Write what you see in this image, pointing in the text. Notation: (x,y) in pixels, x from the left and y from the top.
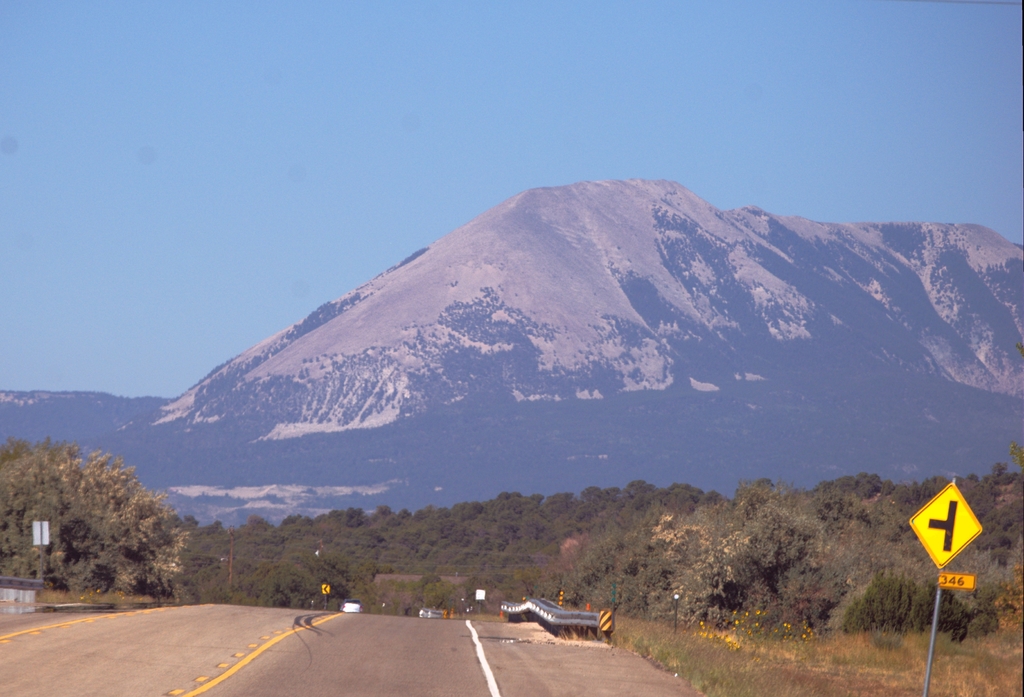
This image is clicked on the road (393,673). There are vehicles (346,609) moving on the road (435,655). Beside the road (446,667) there are sign board poles (944,538). In the background (265,534) there are trees (637,525), grass (759,648) and mountains (495,393). At the top (495,143) there is the sky (504,142).
